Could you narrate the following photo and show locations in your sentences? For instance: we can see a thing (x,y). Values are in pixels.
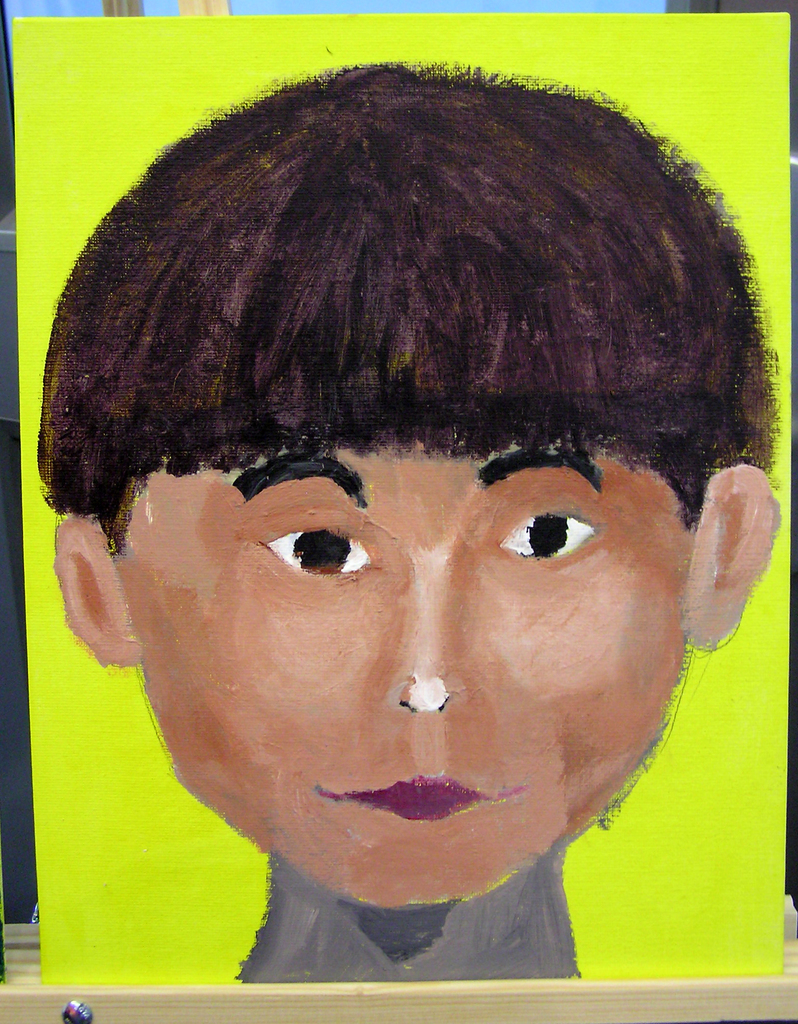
In this image there is a drawing (390,422) on the board (267,148).
